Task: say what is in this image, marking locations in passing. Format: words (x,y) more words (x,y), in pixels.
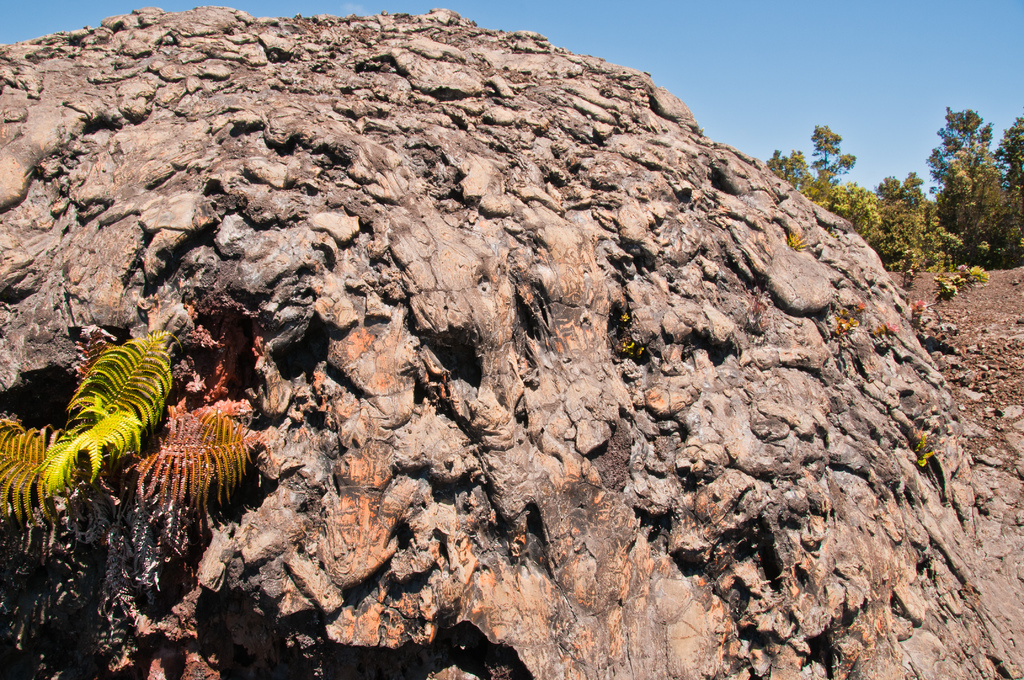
In this picture we can see a rock (202,381) and few trees (826,175) in the background (1011,239). Sky (936,100) is blue in color.
